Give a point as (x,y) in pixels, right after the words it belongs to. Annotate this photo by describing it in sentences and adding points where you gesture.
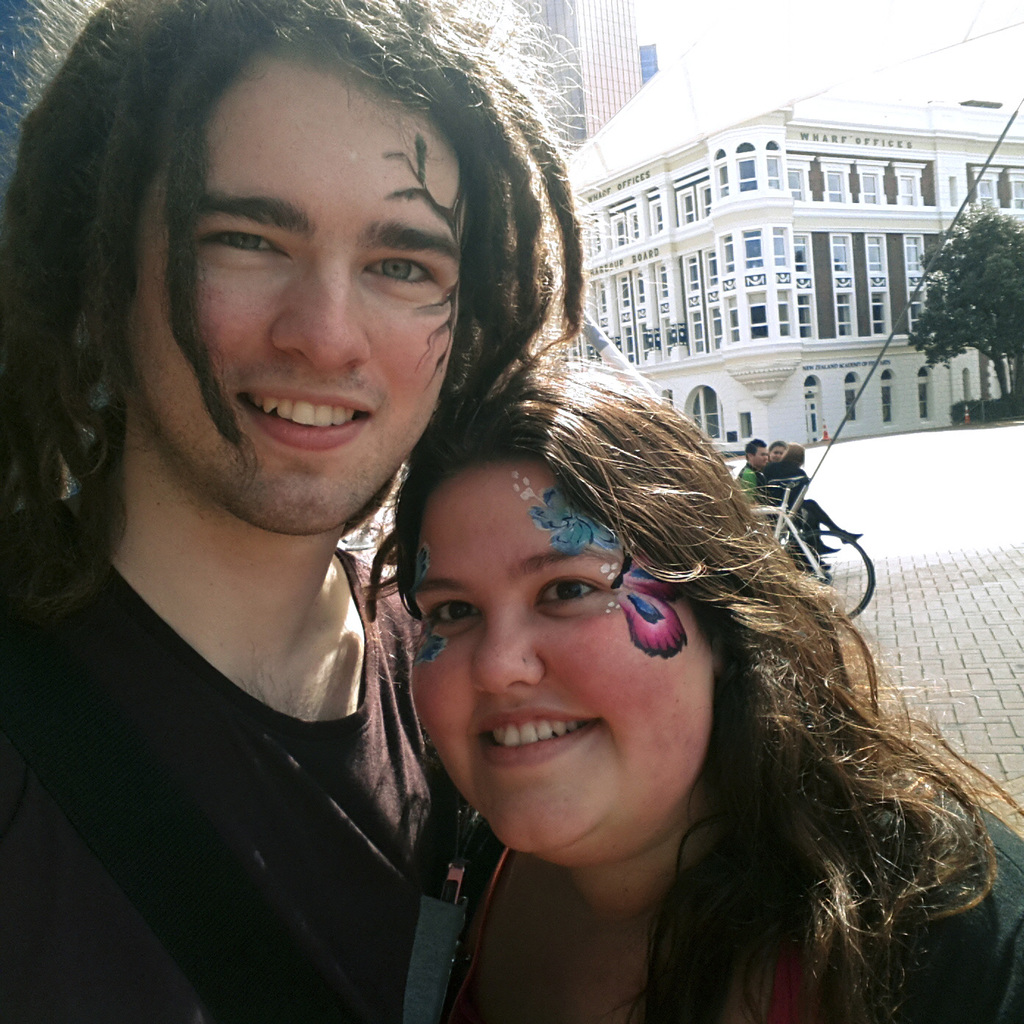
In this image we can see a man (375,780) and a woman (710,811). On the backside (842,576) we can see a vehicle (829,576), some people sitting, some poles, the buildings (765,198) and a tree (1007,297).
